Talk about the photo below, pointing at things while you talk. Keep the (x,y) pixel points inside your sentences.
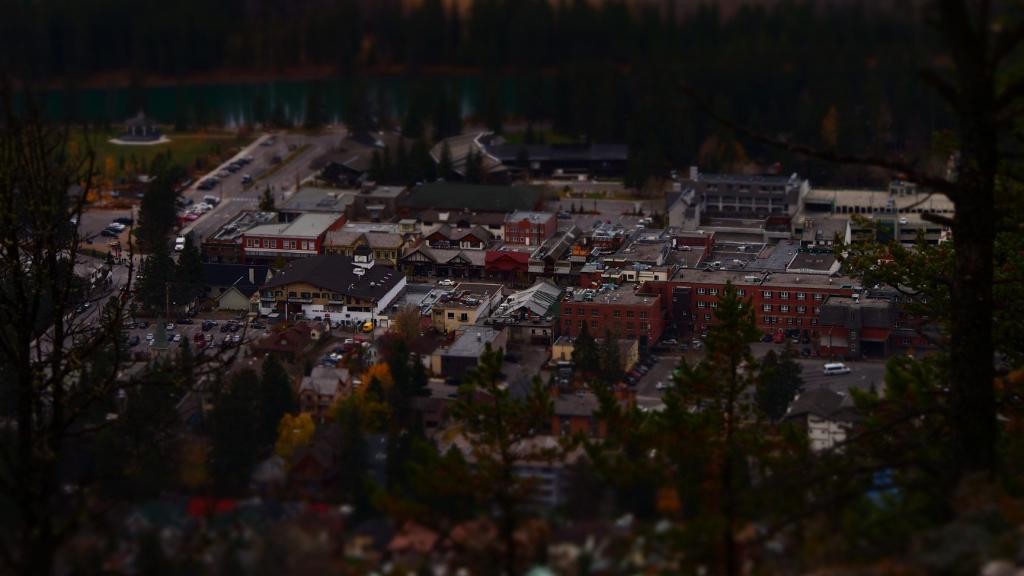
In this image we can see there are some buildings (593,230), trees (744,24) and some vehicles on the road (276,179). At the top of the image (190,99) there is water (307,82).
